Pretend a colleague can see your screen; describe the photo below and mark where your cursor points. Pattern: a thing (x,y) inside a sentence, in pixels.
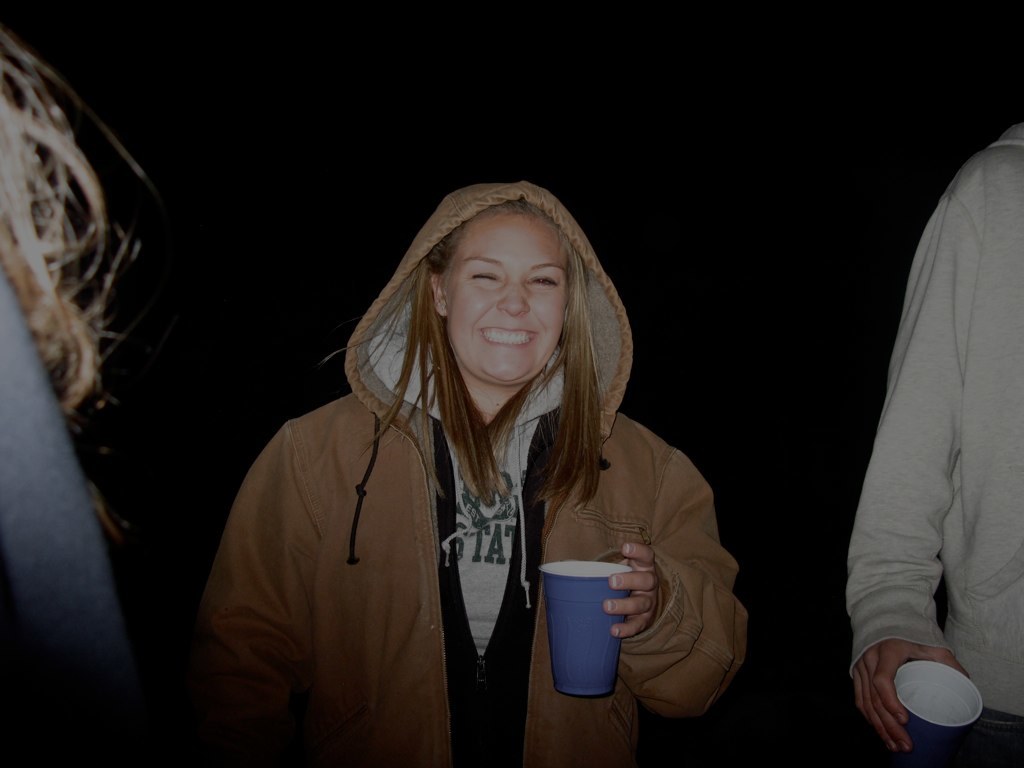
In the picture we can see women (355,510) wearing brown color jacket (330,423) holding blue color cup (582,631) in her hands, on right side of the picture (928,451) we can see a person's hand (877,683) who is holding some cup (923,666) in hands (876,667) and in the background (510,121) there is dark view.
